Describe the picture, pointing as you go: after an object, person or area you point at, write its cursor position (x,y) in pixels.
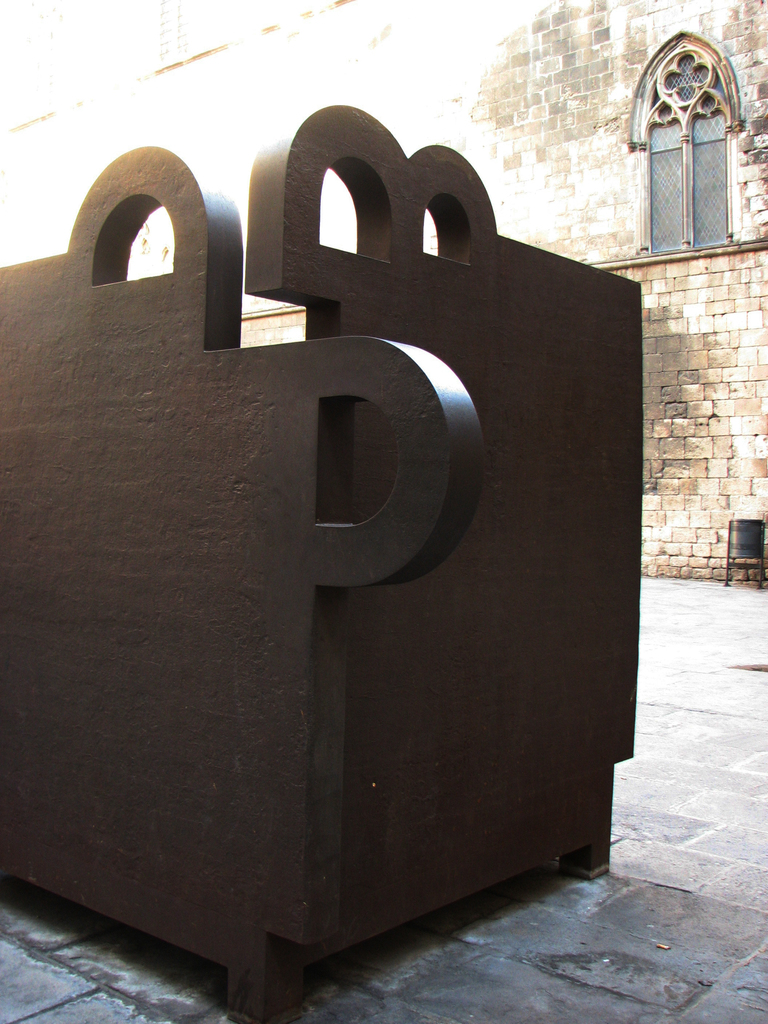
In this image in the foreground (395,247) there is one box like thing (572,454), and in the background (738,487) there is a building (700,71), window (716,199) and one bin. At the bottom (625,864) there is a walkway (625,864).
